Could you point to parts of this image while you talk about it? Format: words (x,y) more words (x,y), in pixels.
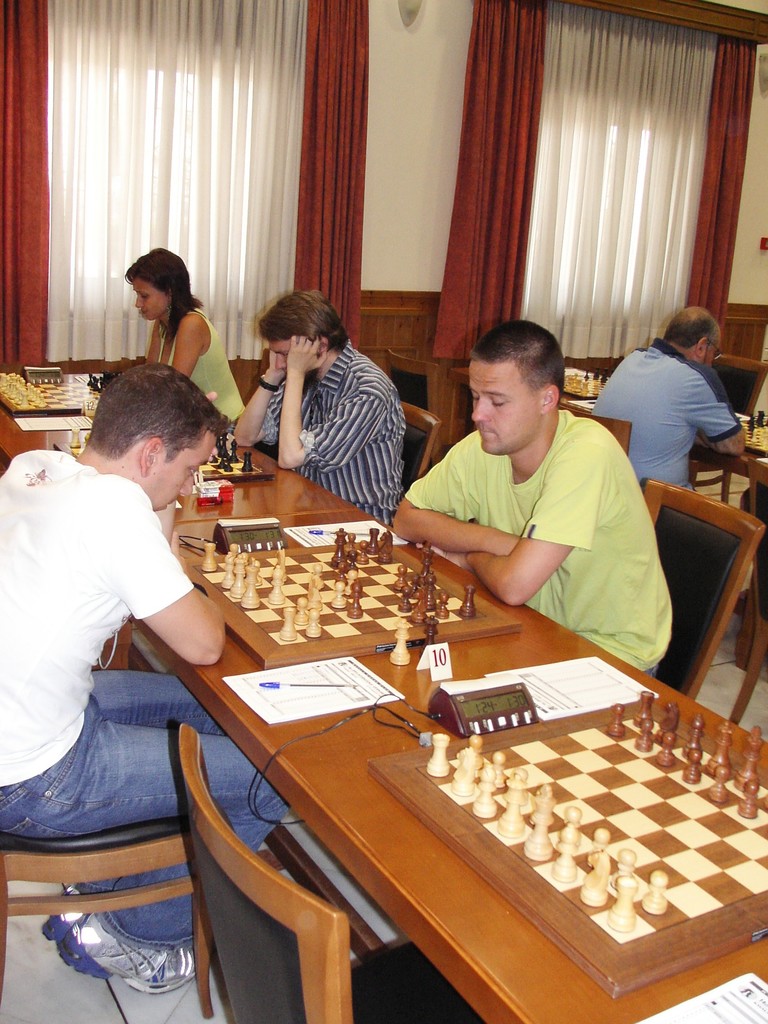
In this image I see 5 people (153,447) and all of them are sitting on the chairs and there is chess board (496,626) on the table (569,635). In the background (120,295) I see the wall (764,276) and the curtains (251,318).
